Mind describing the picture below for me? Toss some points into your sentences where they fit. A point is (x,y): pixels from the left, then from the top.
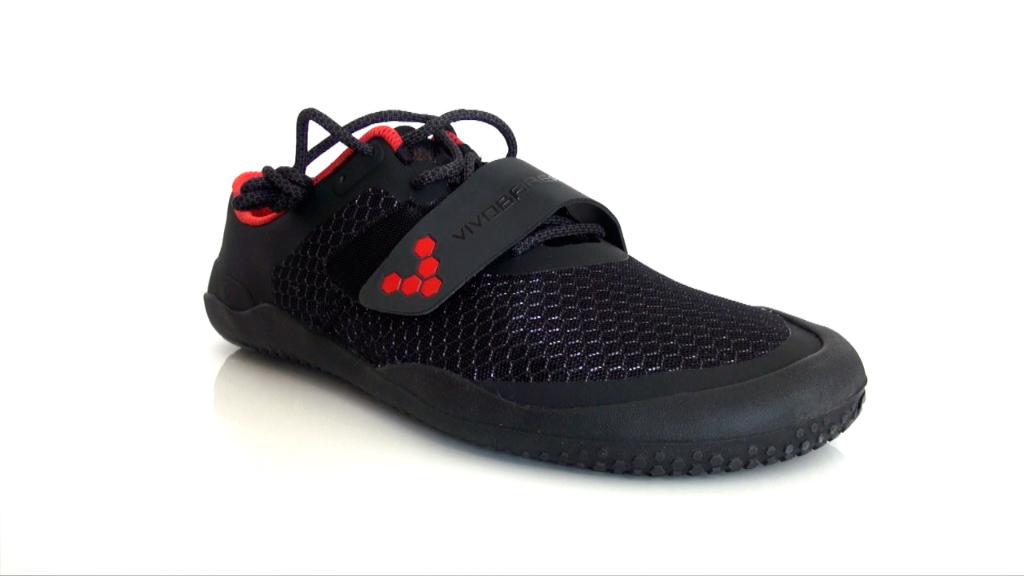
In this picture we can see a shoe (228,319) with lace (479,112) and this shoe (538,209) is placed on a white surface (456,484).
